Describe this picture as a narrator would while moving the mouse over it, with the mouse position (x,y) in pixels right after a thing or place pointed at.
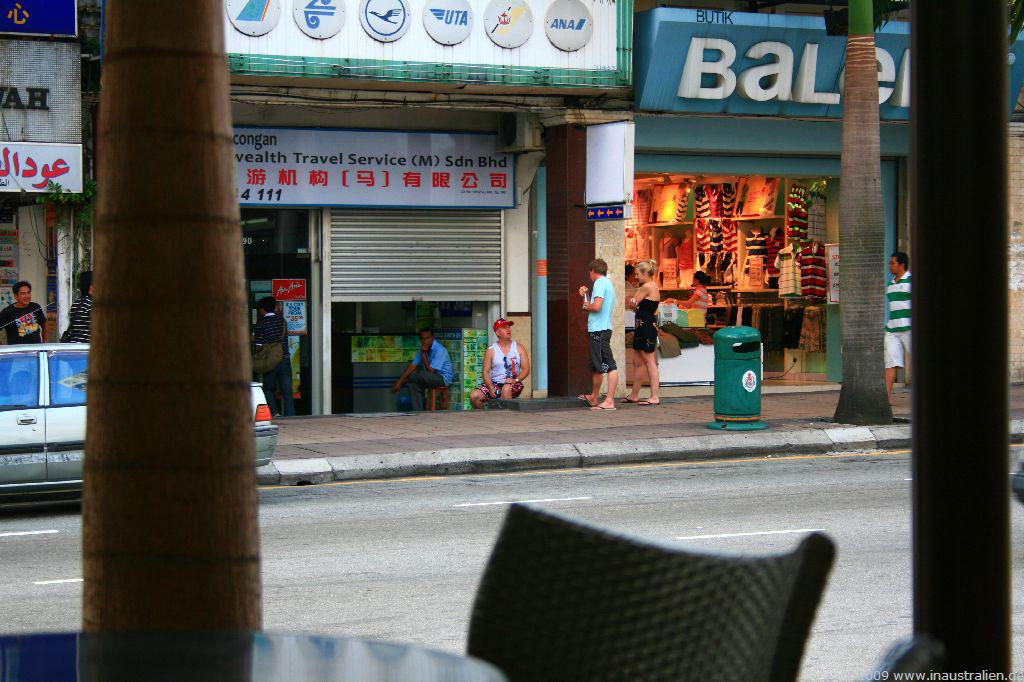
In this picture we can see group of people (445,376), few are sitting and few are standing, beside them we can see few buildings (408,274), lights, hoardings (376,141) and a tree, we can see some text (378,161) on the hoardings (416,150), on the left side of the image (69,358) we can see a car (81,366) on the road (262,537), at the bottom of the image (354,659) we can find a table (366,649), chair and some text (910,680).
